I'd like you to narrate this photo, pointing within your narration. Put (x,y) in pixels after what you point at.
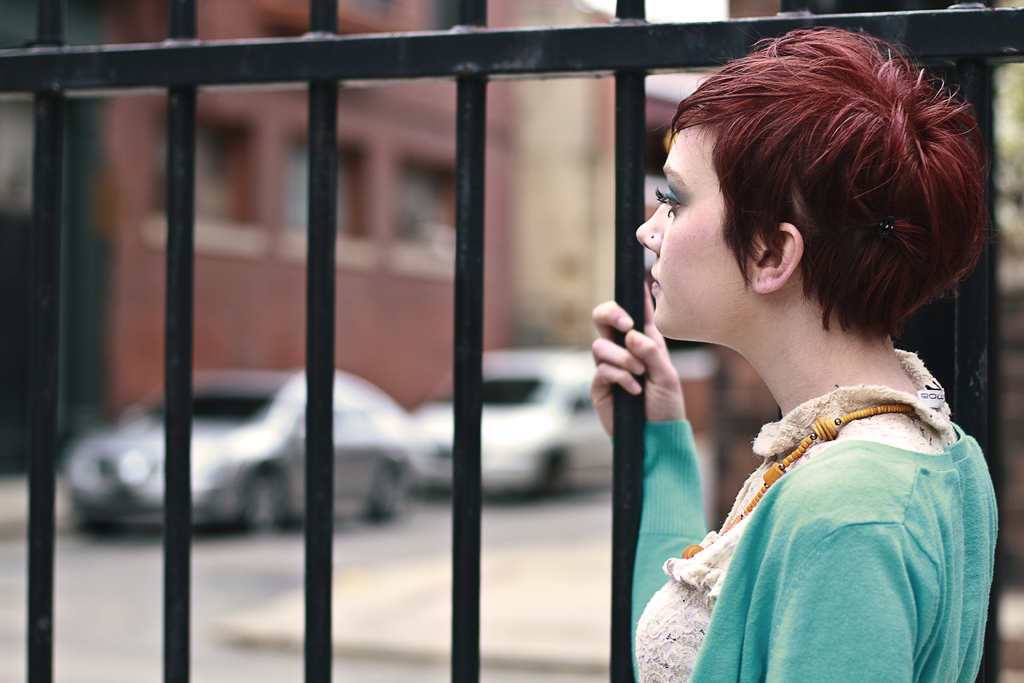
On the right side of this image (813,423) there is a woman (747,588) facing towards the left side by holding the railing (476,260). In the background (402,451) there are two cars (281,445) on the road (222,535) and also I can see a building (510,217).
